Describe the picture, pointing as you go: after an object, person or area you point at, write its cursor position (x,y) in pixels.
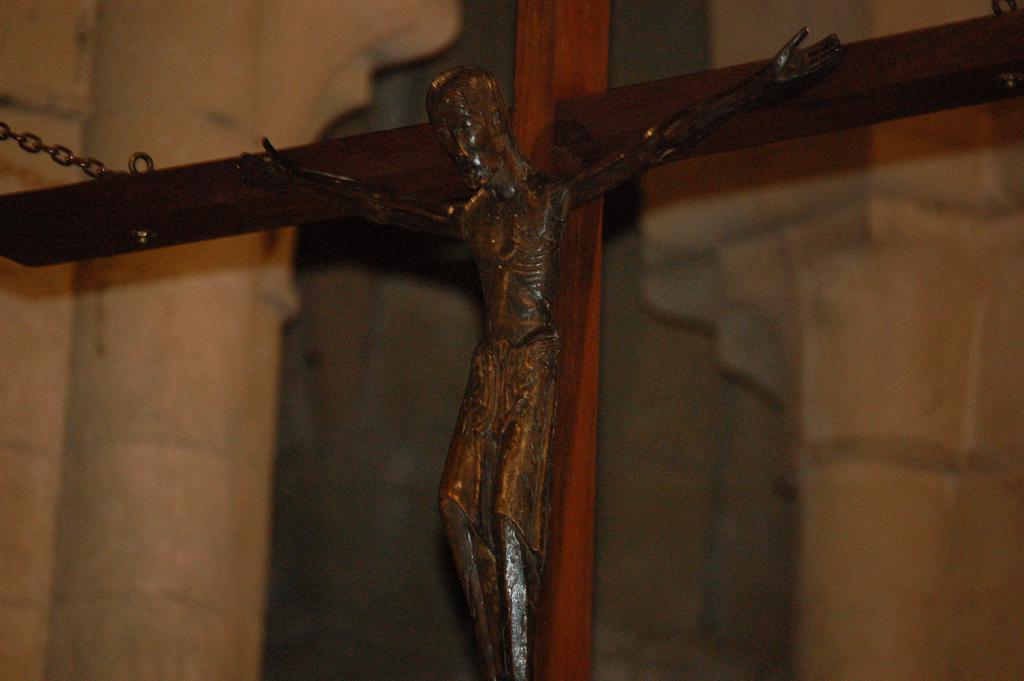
This picture contains Crucifix (590,573) of the image of the Jesus (443,86) is placed on the cross (672,103). Behind that, we see a white wall (224,273). This picture might be clicked in the church.
